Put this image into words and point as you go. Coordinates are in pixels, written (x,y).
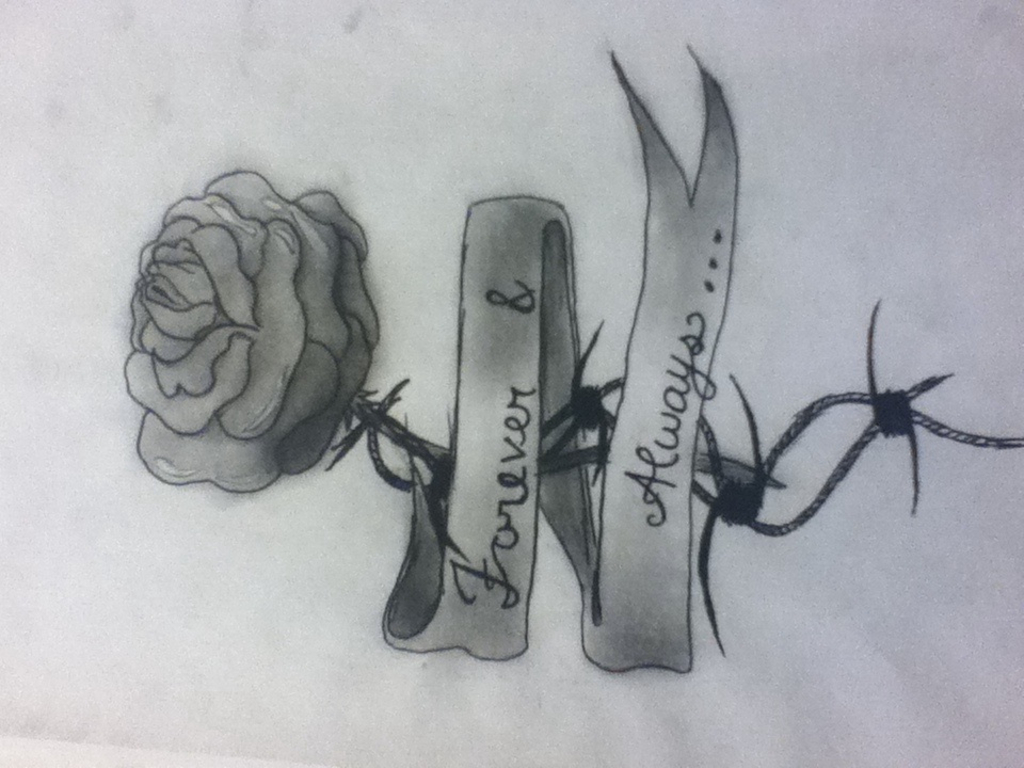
In the picture we can see a drawing (289,418) of a rose flower (352,372) with a stem (724,480) and thorns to it and around it we can see a ribbon (468,624) with a name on it forever always.
